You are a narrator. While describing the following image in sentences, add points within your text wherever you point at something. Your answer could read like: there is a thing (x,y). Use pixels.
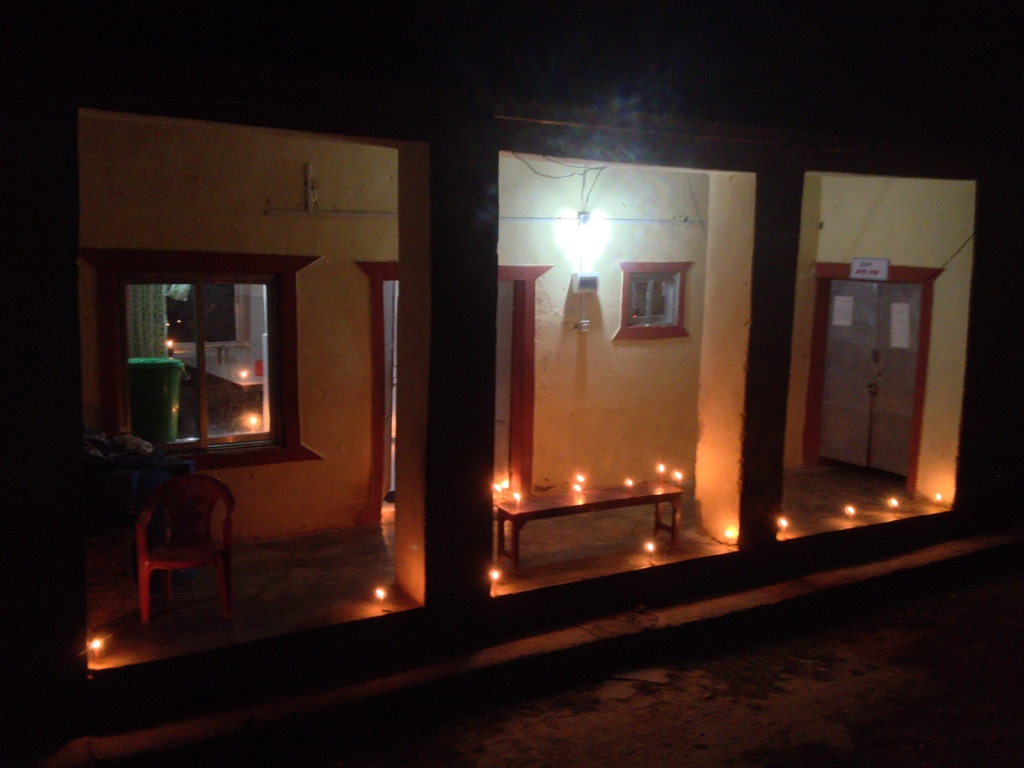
In this image, we can see a house (407,464) with wall (345,391), window (655,325), doors (823,426), board (865,274). Here we can see a chair (216,544), bench (525,499), few candles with flame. Top of the image (355,216), we can see some pipes (525,219). At the bottom (949,534), we can see few stairs (633,612).
